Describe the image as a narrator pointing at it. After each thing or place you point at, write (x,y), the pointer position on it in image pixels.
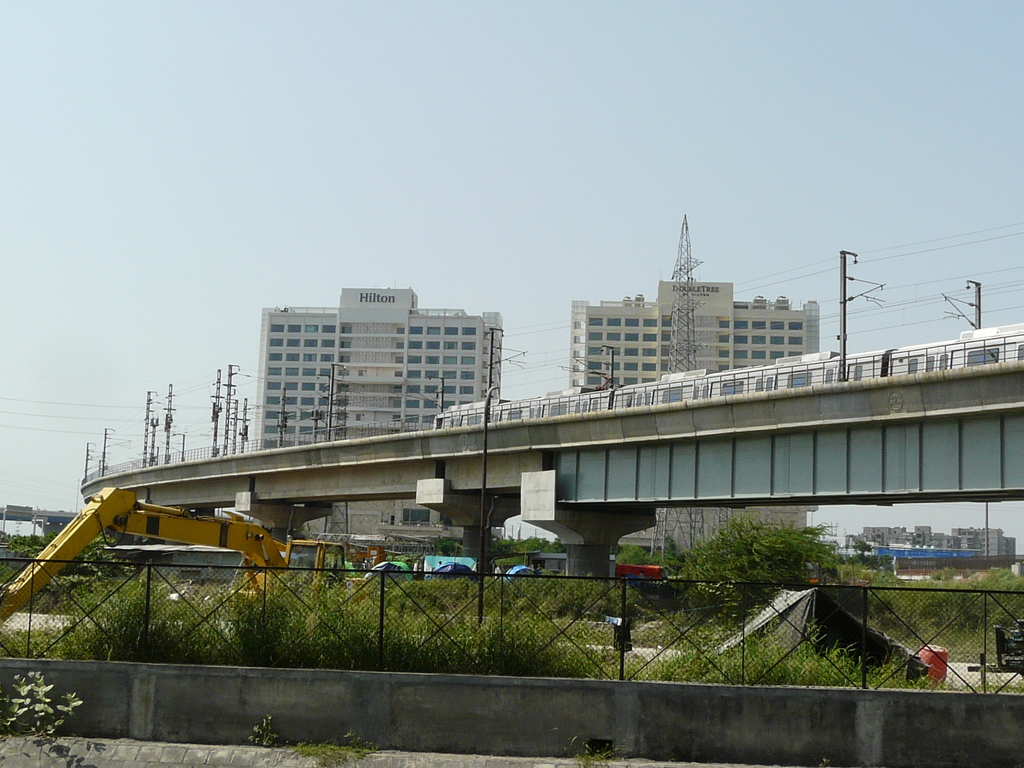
An outdoor picture. Sky (747,215) is in blue color. Far there are buildings (442,340) with windows (432,330). This is a bridge (558,455). Train (992,343) is travelling over the bridge (499,429). This is a crane (259,539) in yellow color. Far there are trees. Fence (619,626) is in black color. Tower (686,258).
